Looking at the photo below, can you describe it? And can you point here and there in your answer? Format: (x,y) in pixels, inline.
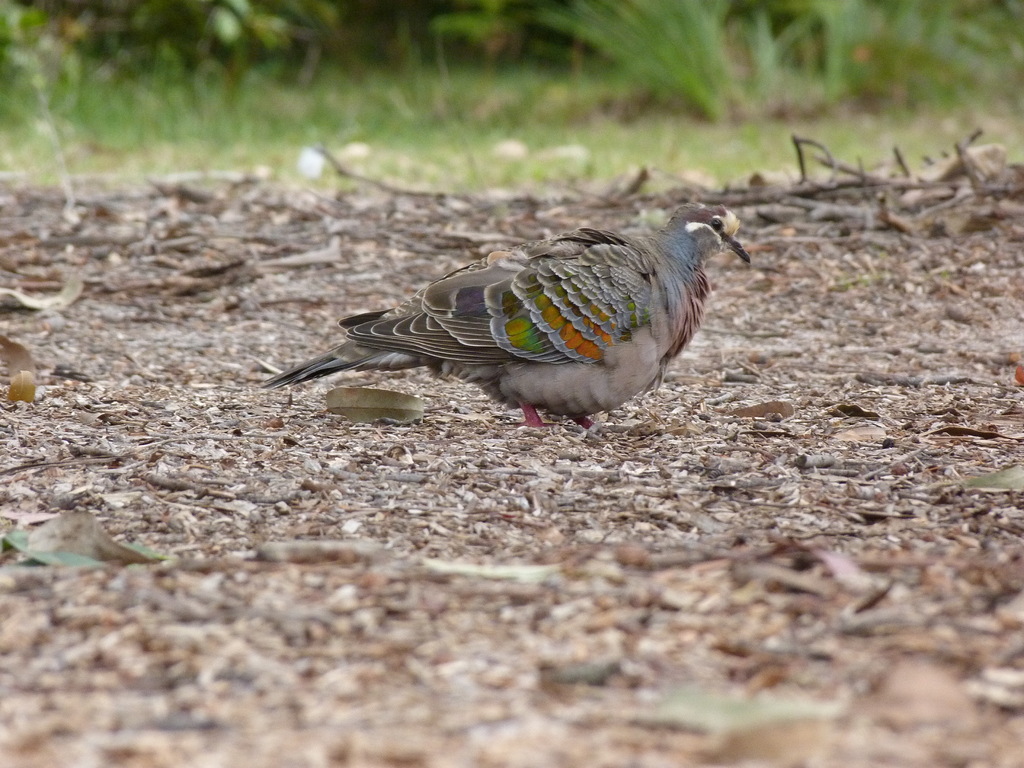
In this image I can see a bird (538,355). There are leaves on the ground (326,608) and there is a blur background (673,1).
